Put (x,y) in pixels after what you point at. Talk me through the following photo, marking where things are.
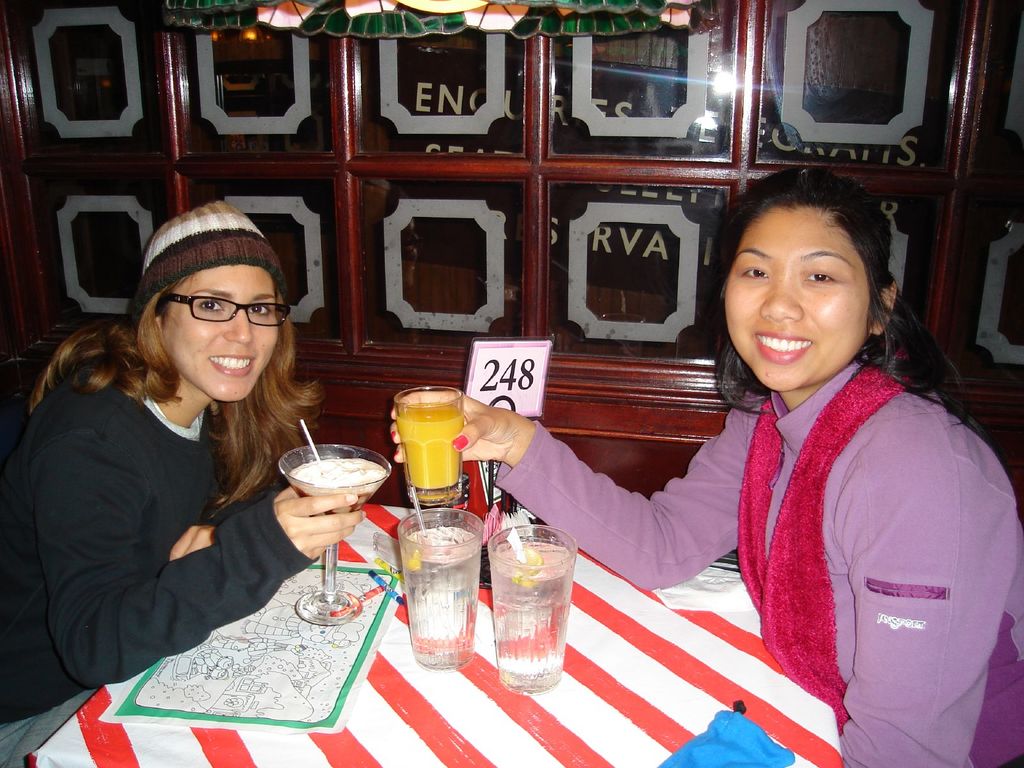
In the foreground of this image (723,365), on either side, there are women (173,385) sitting and holding glasses (328,467). In front of them, there is a table (525,714) on which, there are glasses (500,578), a board (500,368), paper (294,724), crayons (382,593) and few objects (701,599). In the background (597,152), it seems like there is a glass and wooden wall (493,150) and at the top (496,21), there is decoration (400,9).
